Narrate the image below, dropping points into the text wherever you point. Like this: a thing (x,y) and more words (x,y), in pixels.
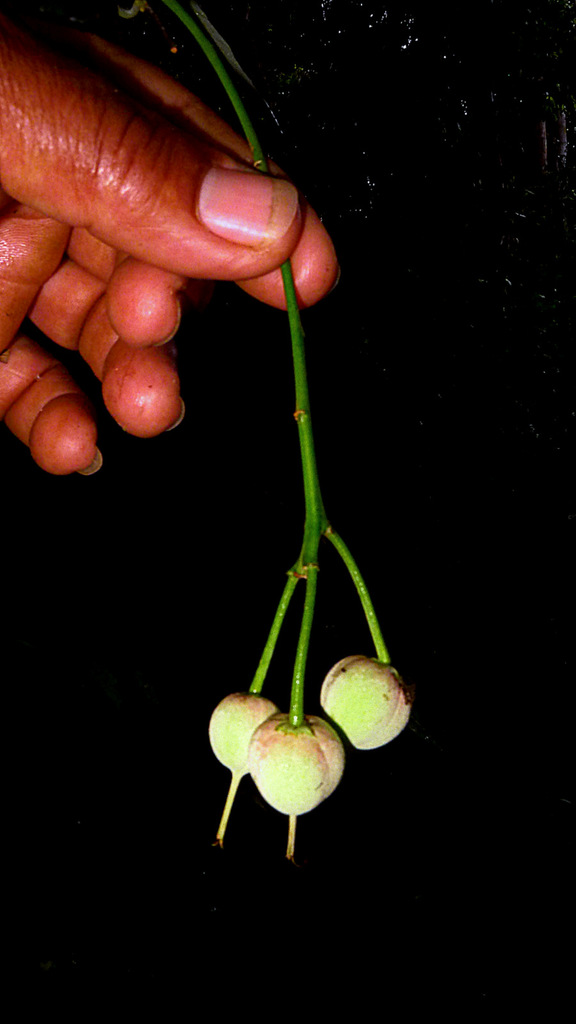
In this picture we can see a person (7,237) holding a stem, here we can see fruits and in the background (323,458) we can see it is dark.
